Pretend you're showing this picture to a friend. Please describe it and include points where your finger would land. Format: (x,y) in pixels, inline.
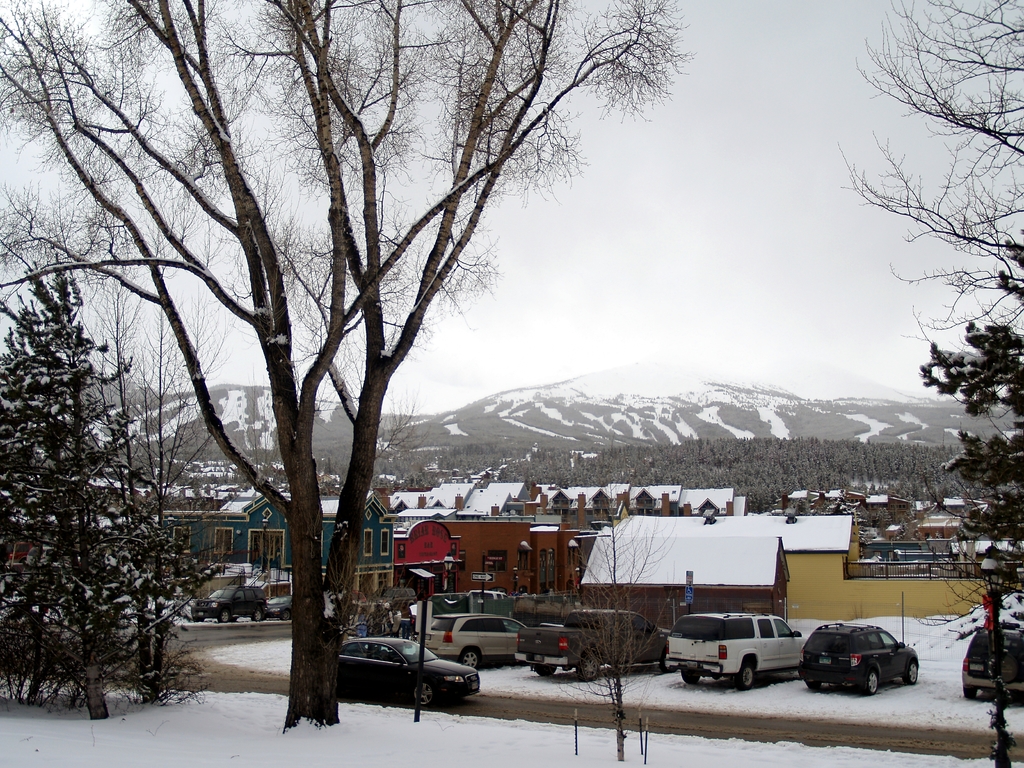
In the image I can see a place where we have some trees (292,695), plants (681,474), houses (504,534), cars (476,691), mountains (266,456) and also I can see snow (262,737) on the mountains (512,443), buildings (587,532) and road (984,744).
